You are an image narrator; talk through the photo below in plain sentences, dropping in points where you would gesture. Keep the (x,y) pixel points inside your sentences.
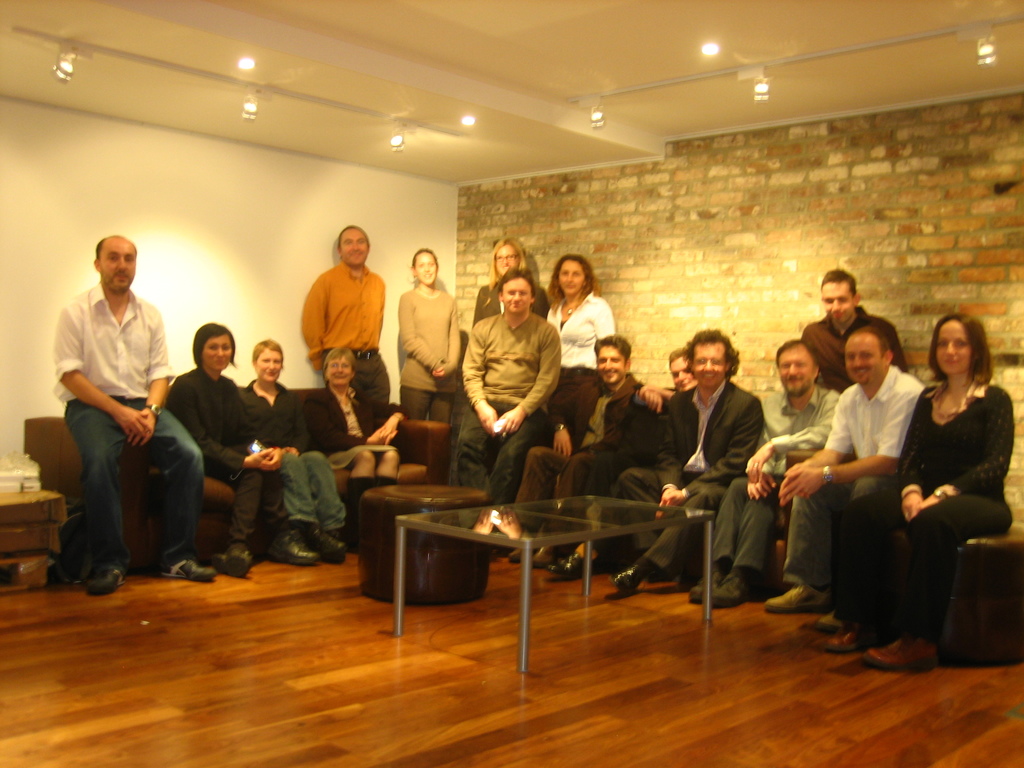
Few persons (928,423) are sitting and few persons (574,312) are standing. We can see sofa chairs (993,562), table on the floor (287,633). On the background (464,242) we can see wall (912,231). On the top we can see lights (970,29).
